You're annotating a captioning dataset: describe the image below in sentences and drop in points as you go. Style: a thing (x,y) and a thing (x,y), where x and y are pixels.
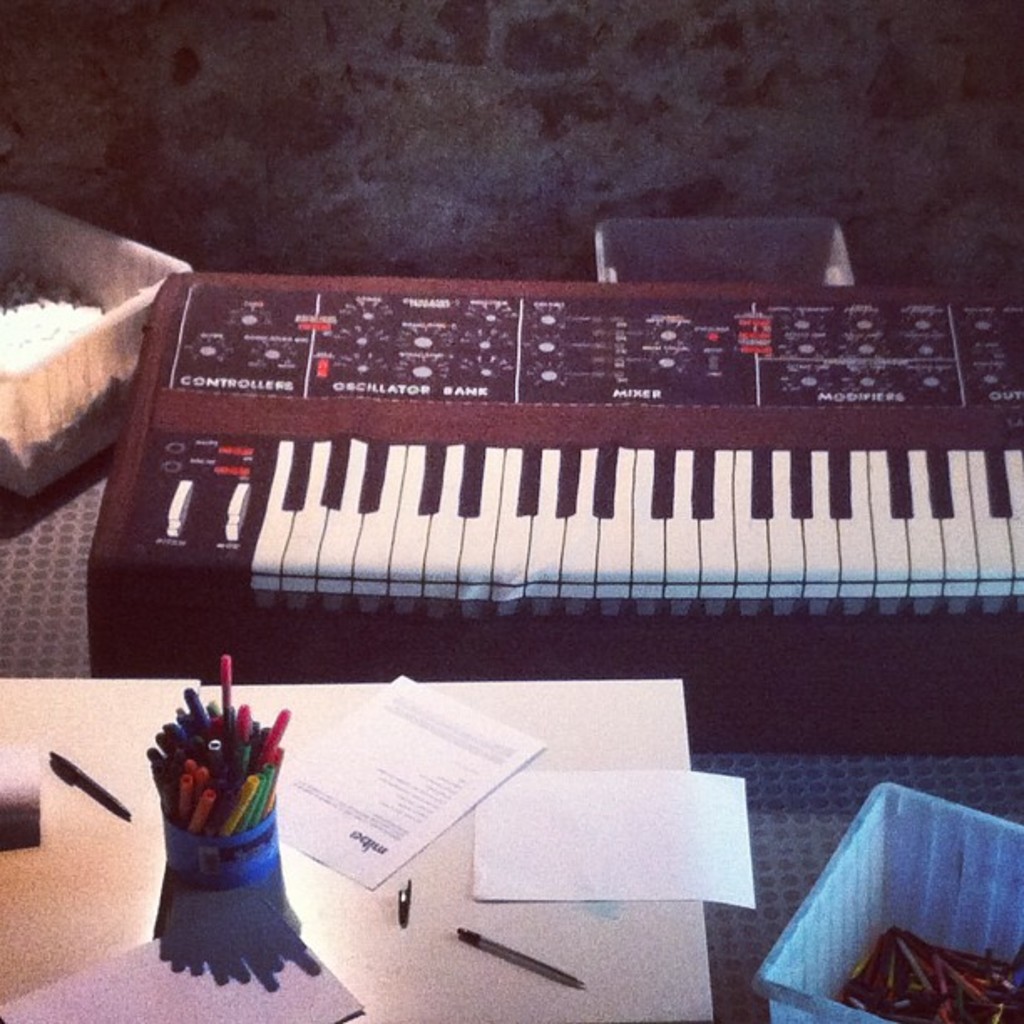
In this picture I can see the piano (442,385) and amplifier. At the bottom (520,789) I can see the papers (578,834), pens (242,750), holder (248,839) and other objects (29,752) on the table (325,902). Beside that I can see basket (963,905). On the left (106,265) I can see the cotton box (92,257) which is placed near to the wall (235,135).
